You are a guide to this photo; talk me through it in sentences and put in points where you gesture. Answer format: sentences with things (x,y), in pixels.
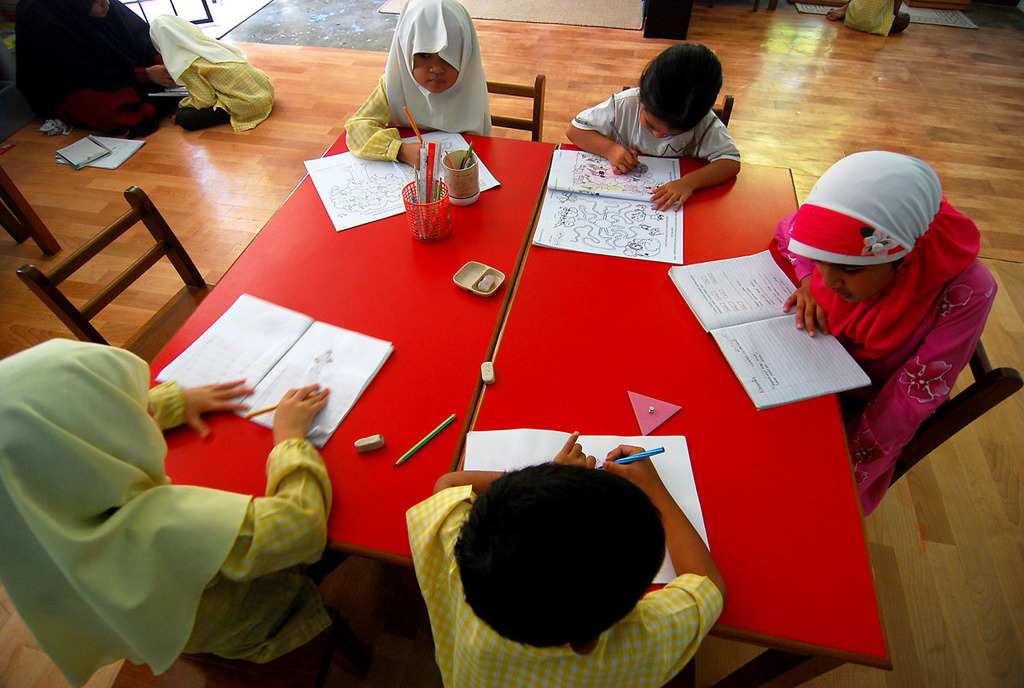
In this image In the middle (582,339) there is a table (543,408) on that there are five books (744,320), pencil (466,159), erasers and cup (458,176), around the table (767,409) there are five children (501,616). they are writing something on the book (315,429). In the background (505,115) there are some people (135,114), floor (771,68) and books (100,164).
